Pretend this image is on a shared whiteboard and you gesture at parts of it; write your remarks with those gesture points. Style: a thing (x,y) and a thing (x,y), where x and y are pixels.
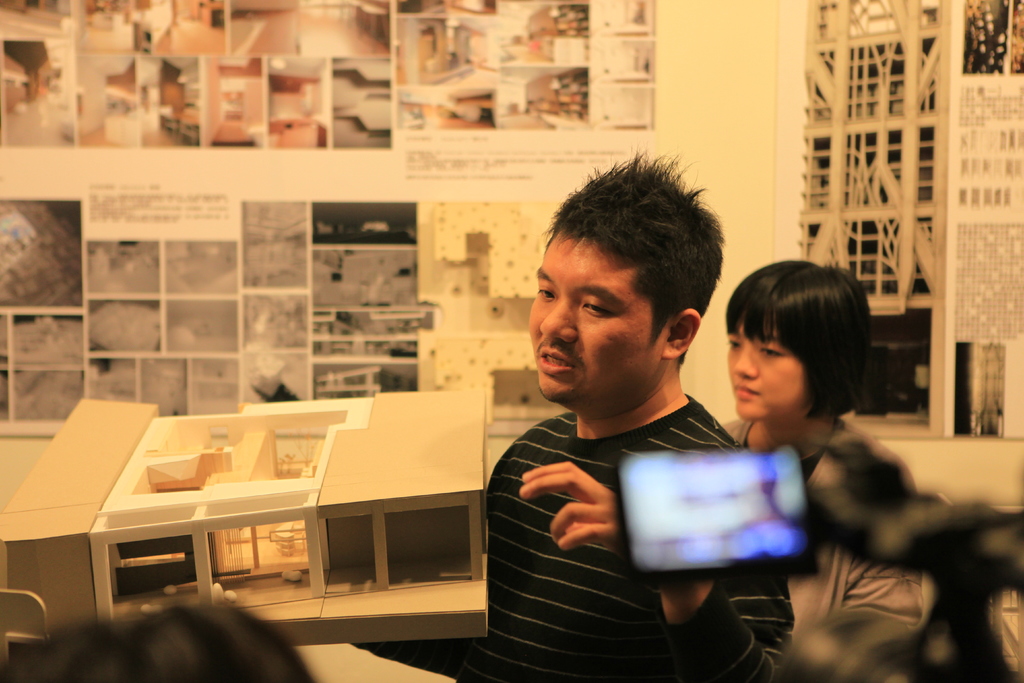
In this image there is a person (605,451) holding an object (397,470). Beside him there are two people (825,320). On the right side of the image (890,513) there is a camera (976,568). In the background of the image (534,150) there are posters (319,191) attached to the wall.
